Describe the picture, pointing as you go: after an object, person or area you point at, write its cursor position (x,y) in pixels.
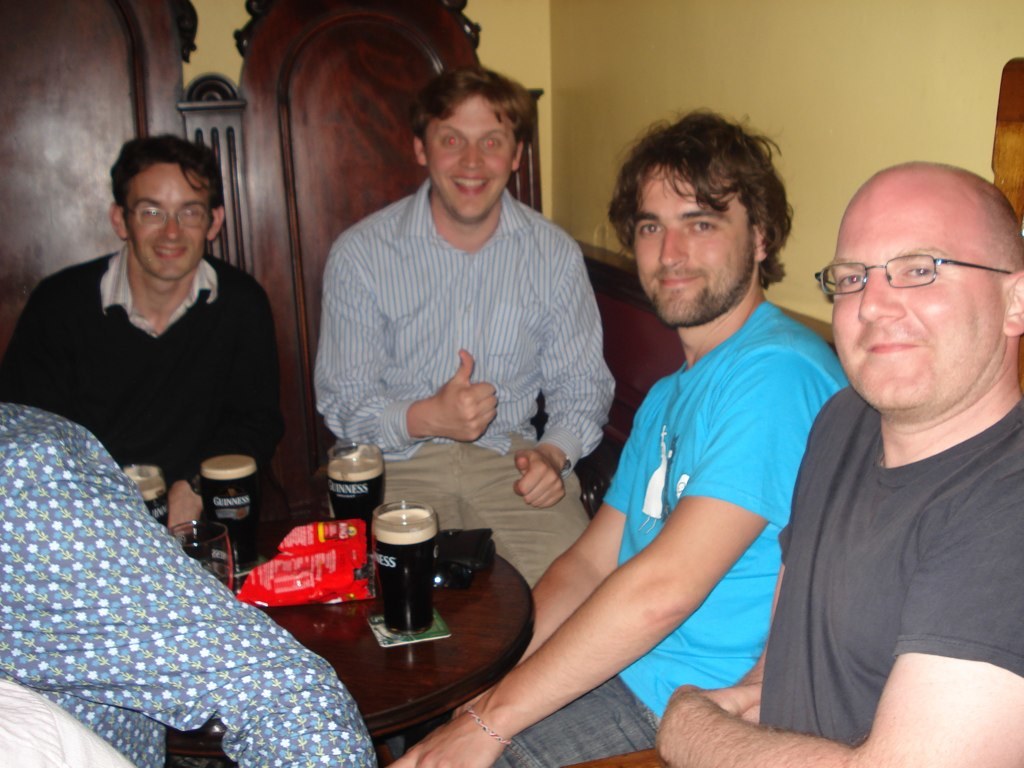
In this image we can see men (622,546) sitting on the chairs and a table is placed in front of them. On the table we can see beverage tumblers (386,551) and packed foods (339,578). In the background (279,189) there are walls (841,135).
